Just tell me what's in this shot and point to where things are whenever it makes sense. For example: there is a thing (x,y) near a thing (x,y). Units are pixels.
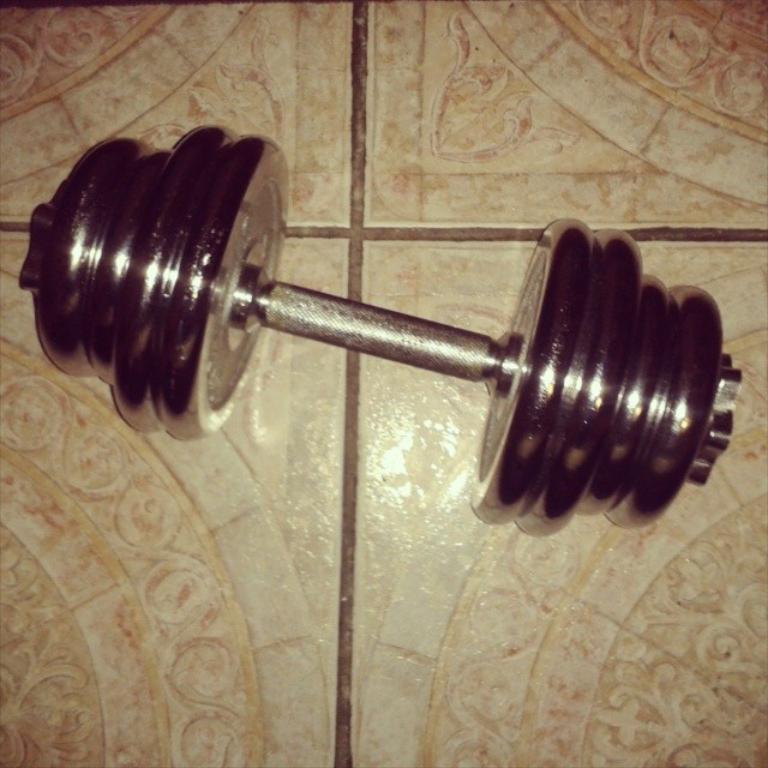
In this picture there is a dumbbell (579,379) in the center of the image (435,343), on a floor (287,103).
